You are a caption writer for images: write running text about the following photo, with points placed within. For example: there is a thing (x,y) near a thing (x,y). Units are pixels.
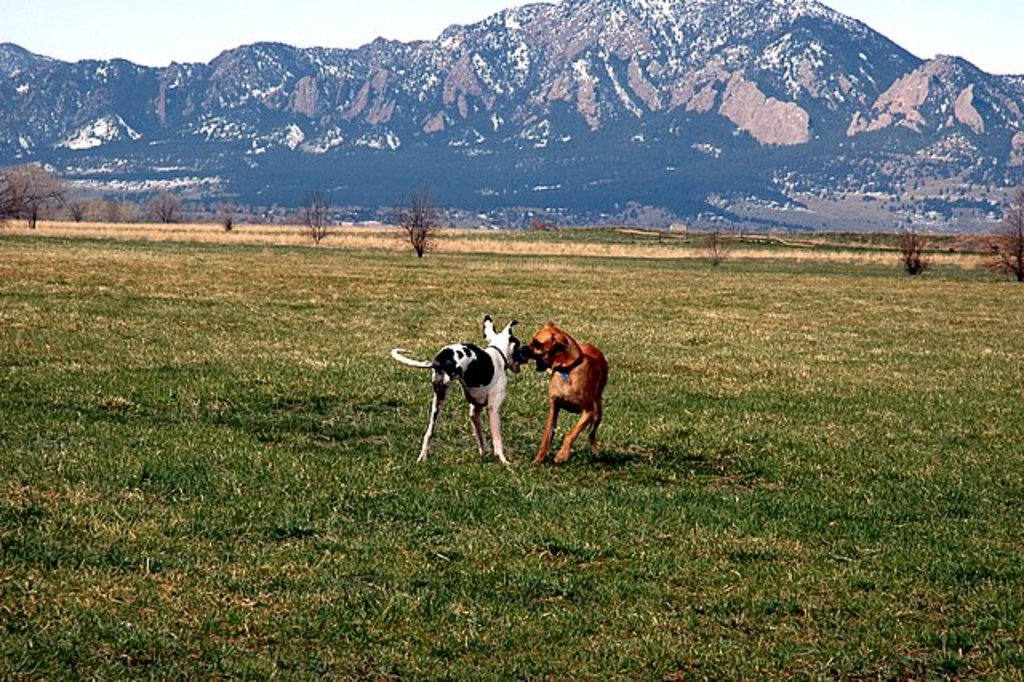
In this image there are two dogs (579,365) standing on the ground (516,524). There is grass (428,288) on the ground (606,311). Behind them there are plants (114,203) and trees (114,203). In the background (466,122) there are mountains (465,75). At the top (251,27) there is the sky (883,6).
